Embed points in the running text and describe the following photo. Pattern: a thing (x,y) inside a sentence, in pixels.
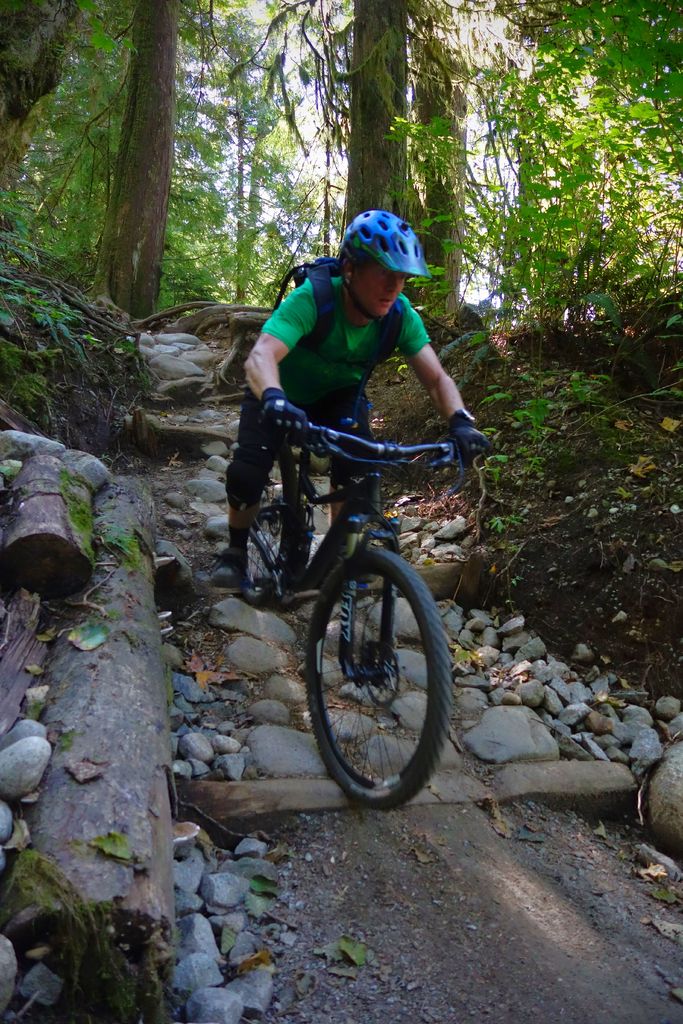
In this image there is a person (336,378) riding a bicycle (314,430) in the woods (200,351), behind the person (312,300) there are trees (271,259).
